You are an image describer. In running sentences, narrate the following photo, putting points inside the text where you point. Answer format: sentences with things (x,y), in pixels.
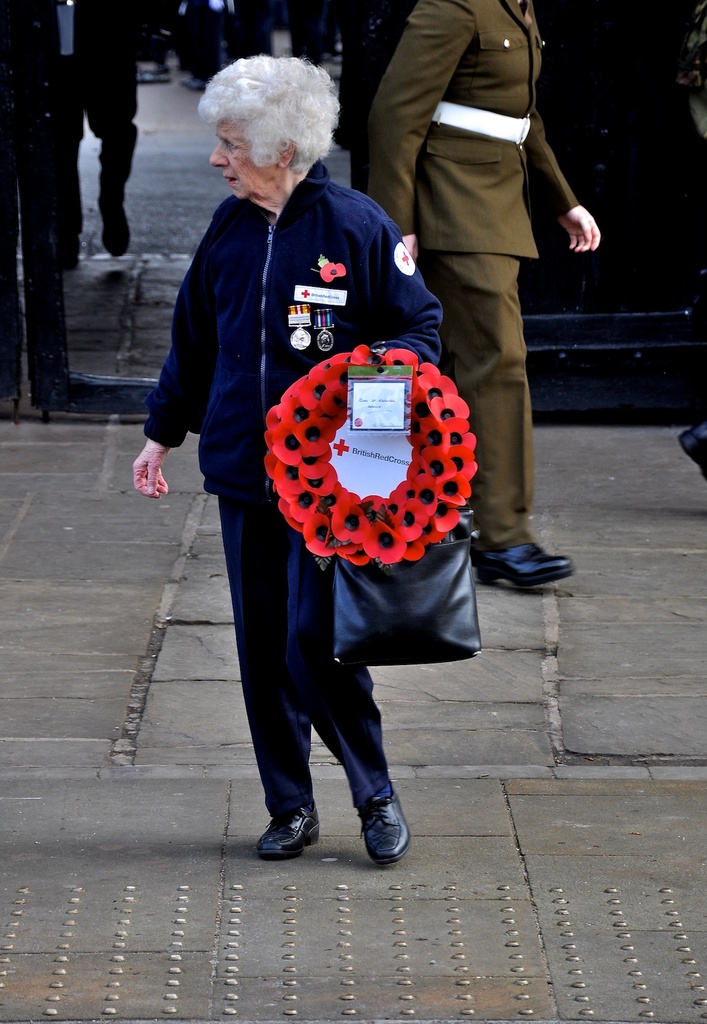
Here we can see a person (283,211) holding a bag (384,656) and an object (386,551). In the background (449,59) we can see two persons (472,340).
